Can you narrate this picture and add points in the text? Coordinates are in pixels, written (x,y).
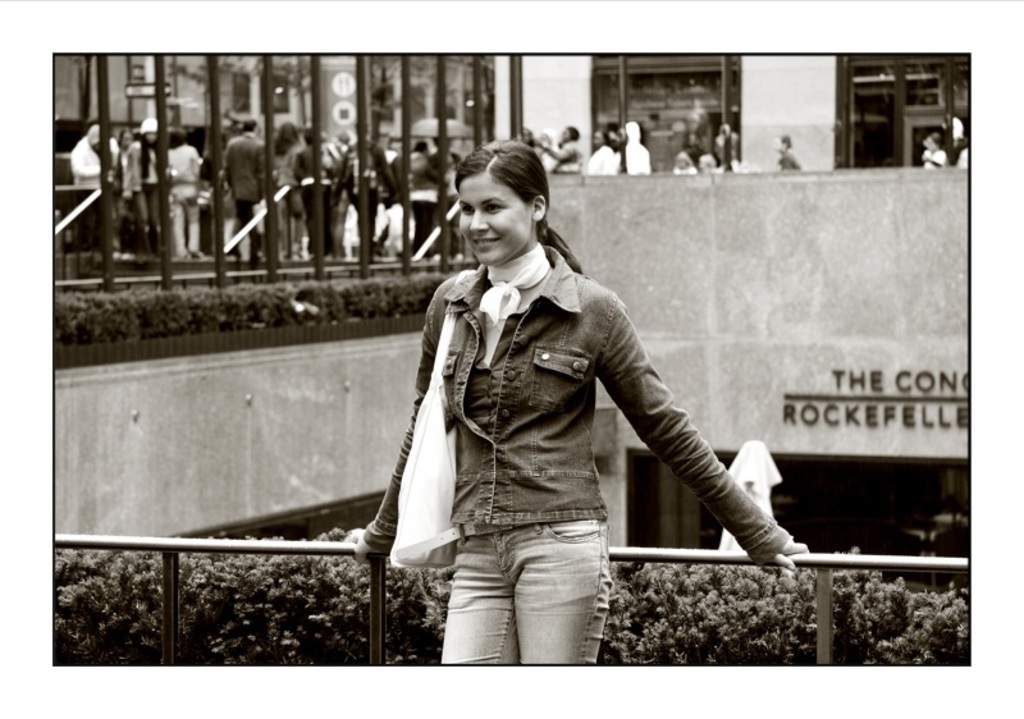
In this image there is women (490,372) holding a rod (853,567) and giving a pose to photograph, in the background (134,519) there is a building (298,363) and a bridge (184,387) on that bridge (847,176) people (88,179) are walking.
